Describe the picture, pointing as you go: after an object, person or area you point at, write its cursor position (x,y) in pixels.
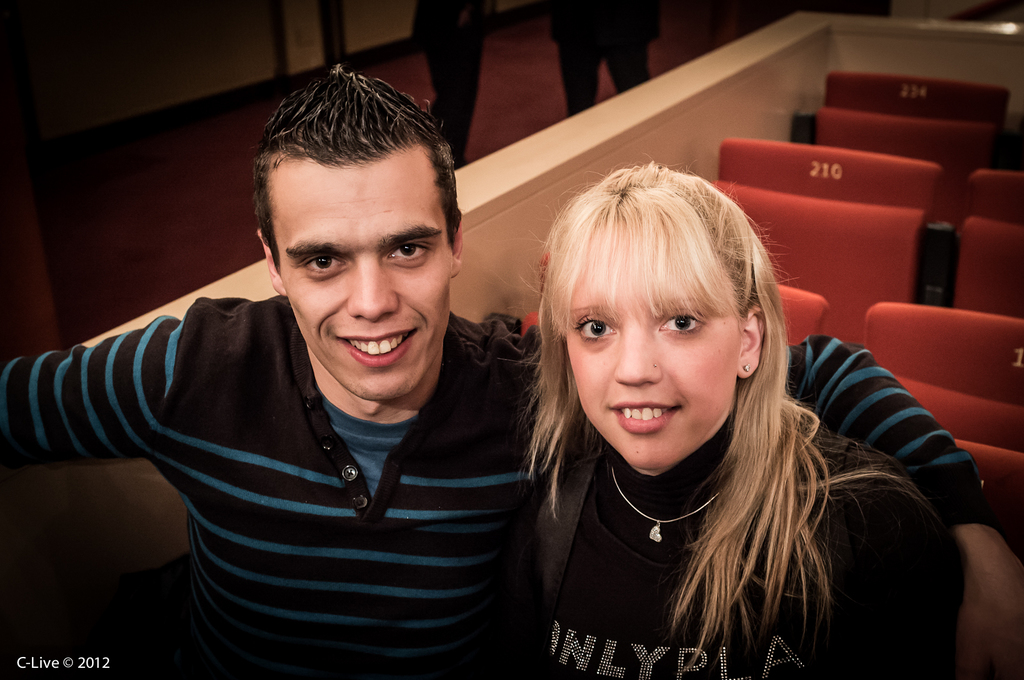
In this picture we can see a boy (435,380) and a girl (590,529) sitting in the front (523,489), smiling and giving a pose to the camera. Behind there are some red chairs (906,223).
